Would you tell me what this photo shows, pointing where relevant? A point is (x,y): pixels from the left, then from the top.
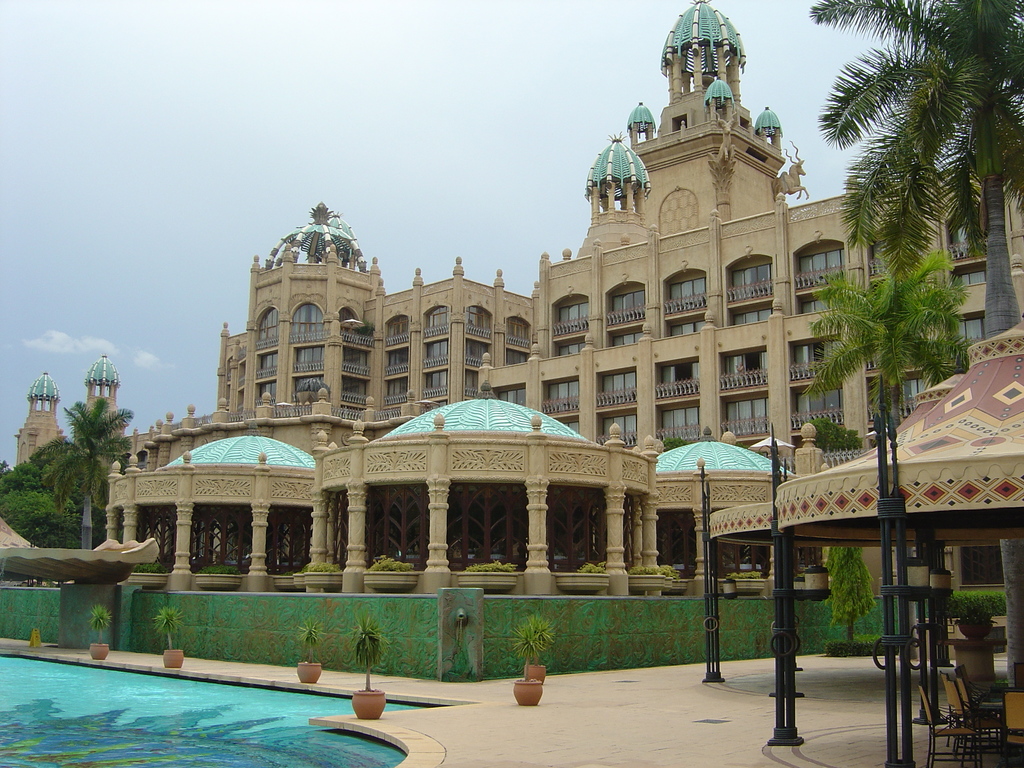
In this picture we can see water (305,765), here we can see houseplants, chairs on the ground (495,748) and in the background (632,542) we can see a building (645,593), trees (1022,70) and the sky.
